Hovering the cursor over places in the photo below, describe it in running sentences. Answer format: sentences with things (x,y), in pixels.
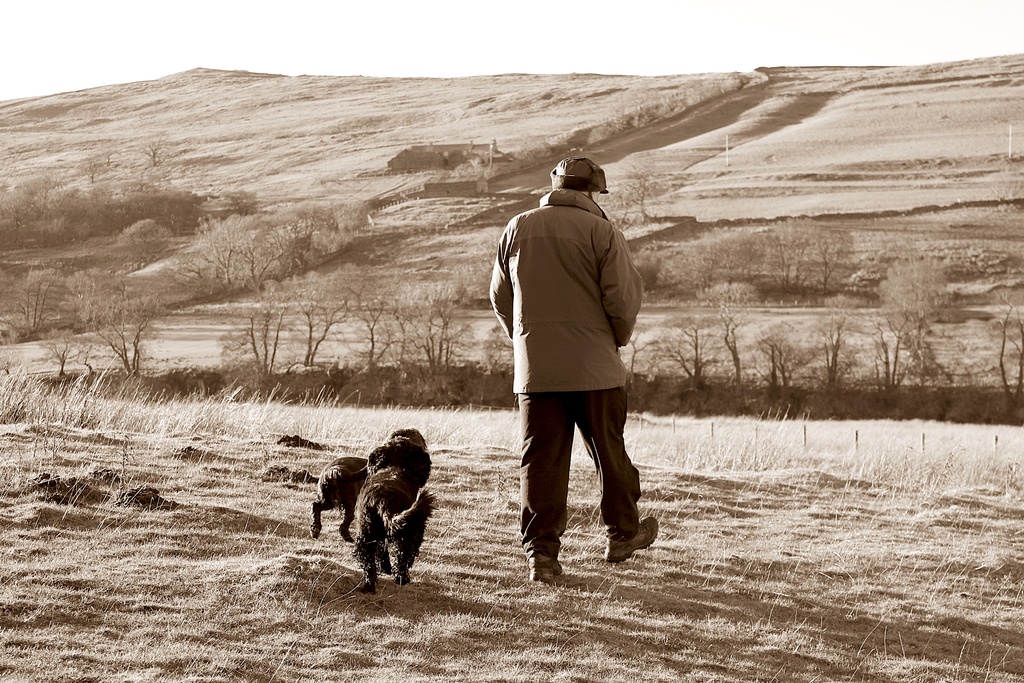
The man (544,334) in the middle of the picture (575,398) wearing jacket (534,308) is walking. Beside him, we see two black dogs (415,495) are walking along with him. At the bottom of the picture (345,586), we see the grass (211,580) and the soil (303,587). There are trees (99,294) and a hill (594,154) in the background (536,98).
